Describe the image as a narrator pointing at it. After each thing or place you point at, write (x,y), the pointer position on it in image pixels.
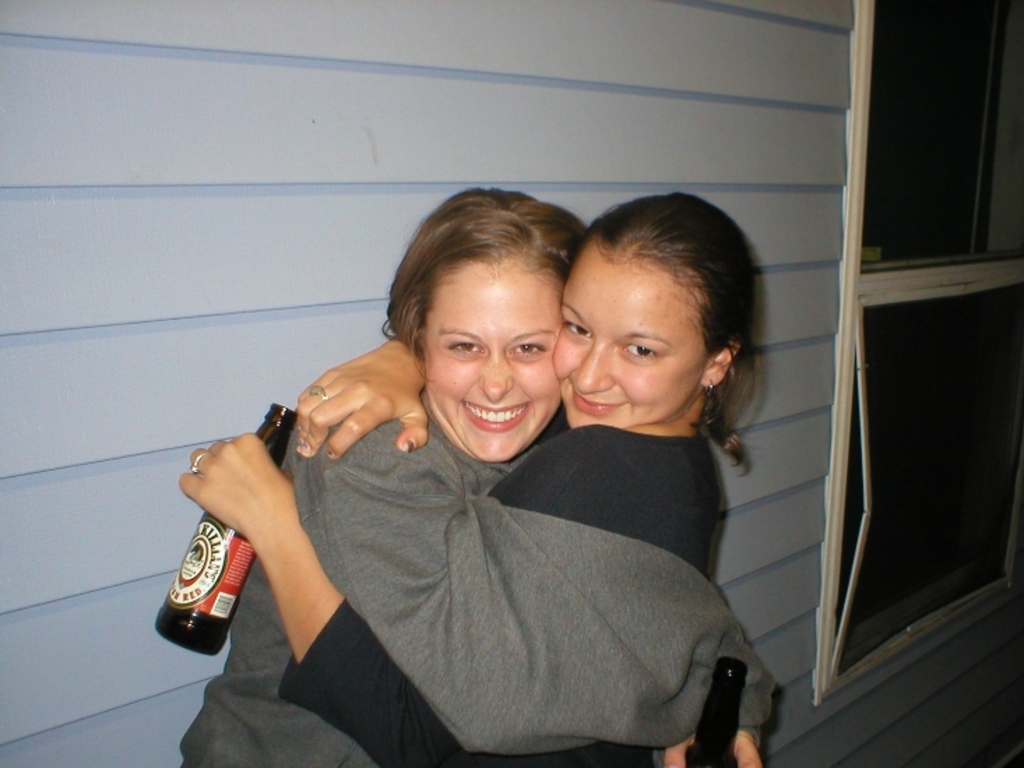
In this image I can see two women (436,306) are hugging each other. I can also see smile on their faces (615,419), here I can see she is holding a bottle (213,546).
